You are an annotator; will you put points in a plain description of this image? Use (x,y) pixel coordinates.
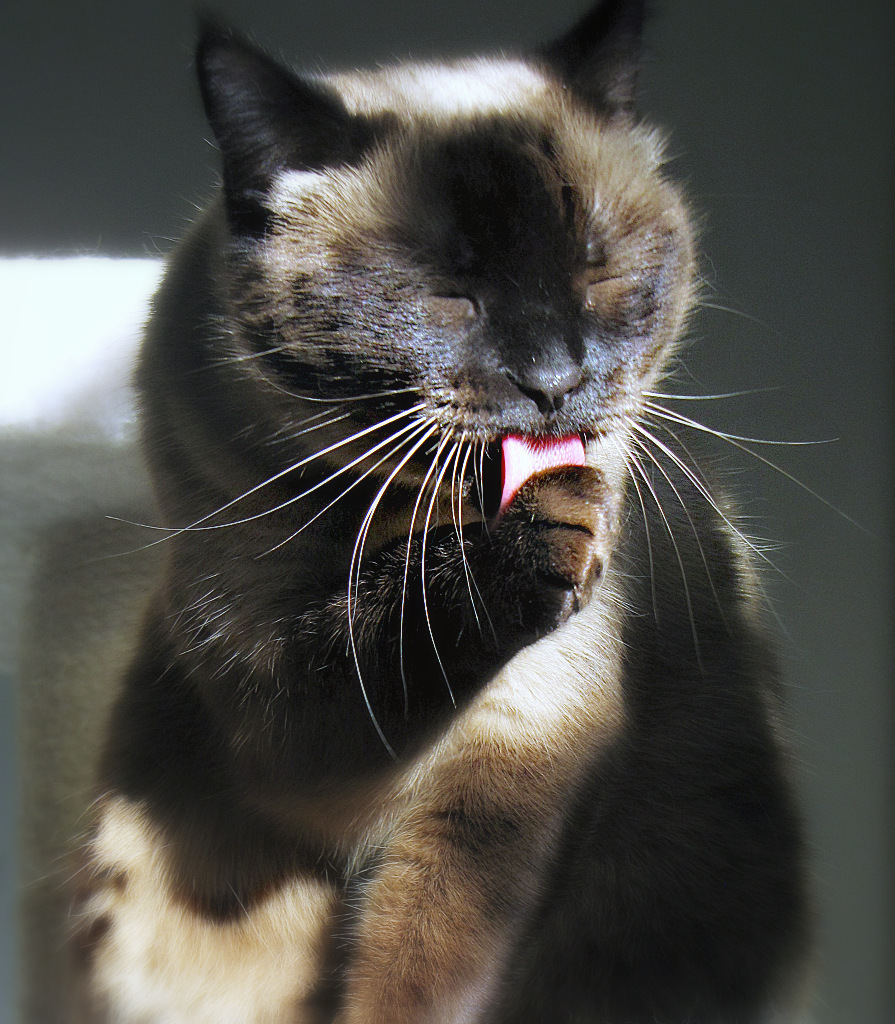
In the foreground of this picture (575,639), there is a partial black and brown cat (502,448) sitting and licking its leg (505,608).
